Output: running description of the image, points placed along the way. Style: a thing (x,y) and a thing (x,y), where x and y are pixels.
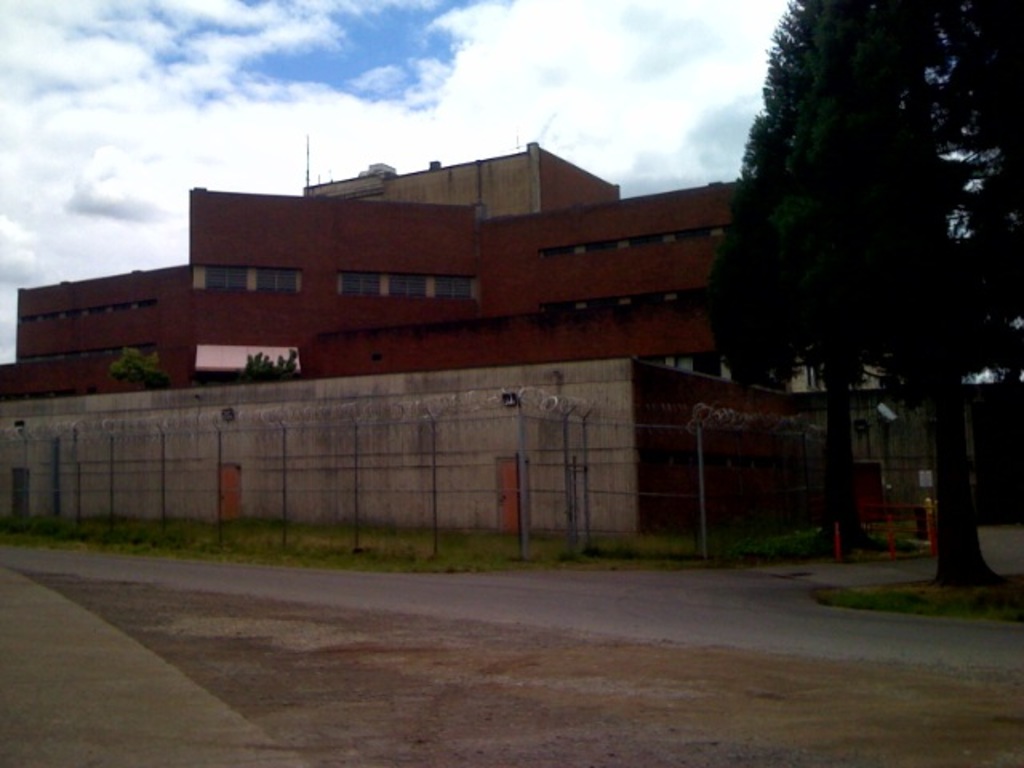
In this image I can see a tree (924,359) in green color. Background (624,290) I can see a building (633,272) in maroon color and sky (505,94) in blue and white color.
